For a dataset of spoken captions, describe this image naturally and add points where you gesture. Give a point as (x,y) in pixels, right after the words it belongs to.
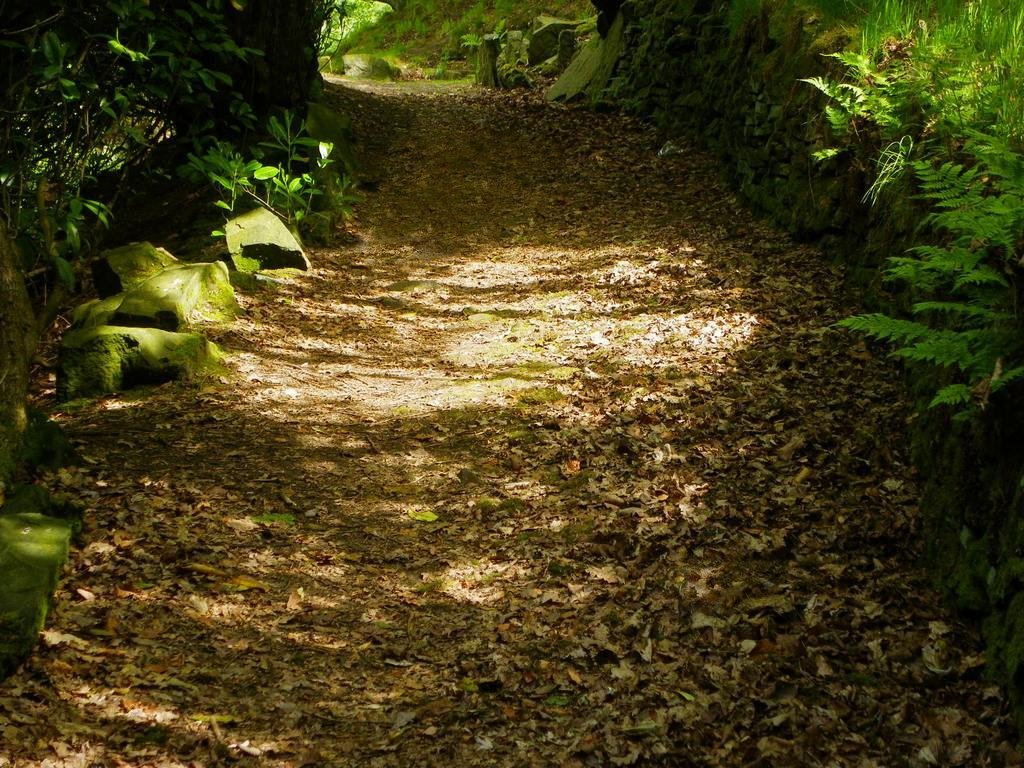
In this image there is a path (325,515). There are dried leaves (196,599) on the path (351,275). On the either sides of the path (642,155) there are rocks (535,41) and plants (210,158). There is algae (144,287) on the rocks (35,541).
